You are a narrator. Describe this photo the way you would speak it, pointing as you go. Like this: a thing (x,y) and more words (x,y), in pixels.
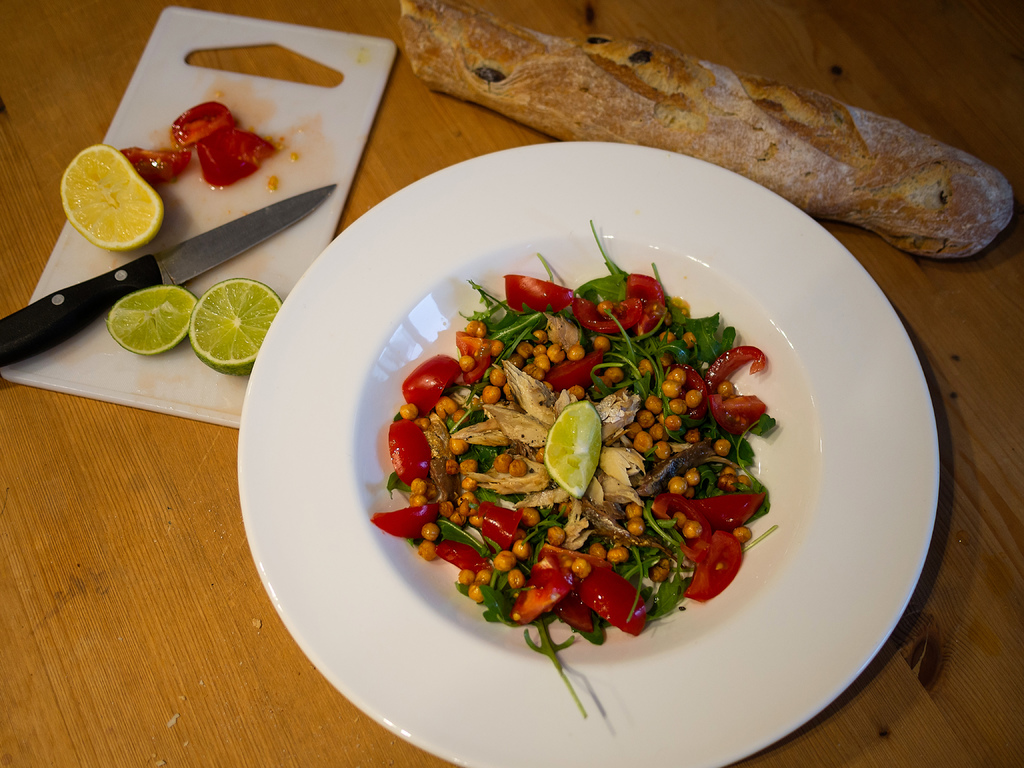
In this image we can see some lemons (561,460) tomatoes (506,523), chickpeas (505,565) which are in plate (665,691), there is knife (214,265) and some other food item (452,31) which are on the wooden surface (118,728).
